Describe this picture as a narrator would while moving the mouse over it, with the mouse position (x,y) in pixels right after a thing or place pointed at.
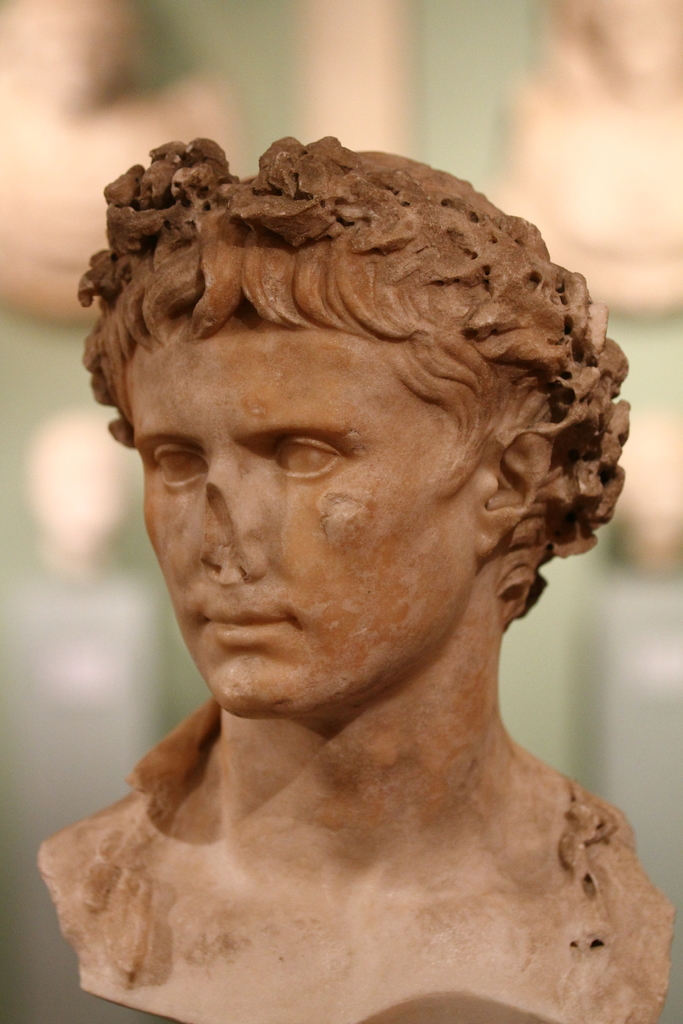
In this image we can see a sculpture (355,545) and the background (505,118) is blurred.
